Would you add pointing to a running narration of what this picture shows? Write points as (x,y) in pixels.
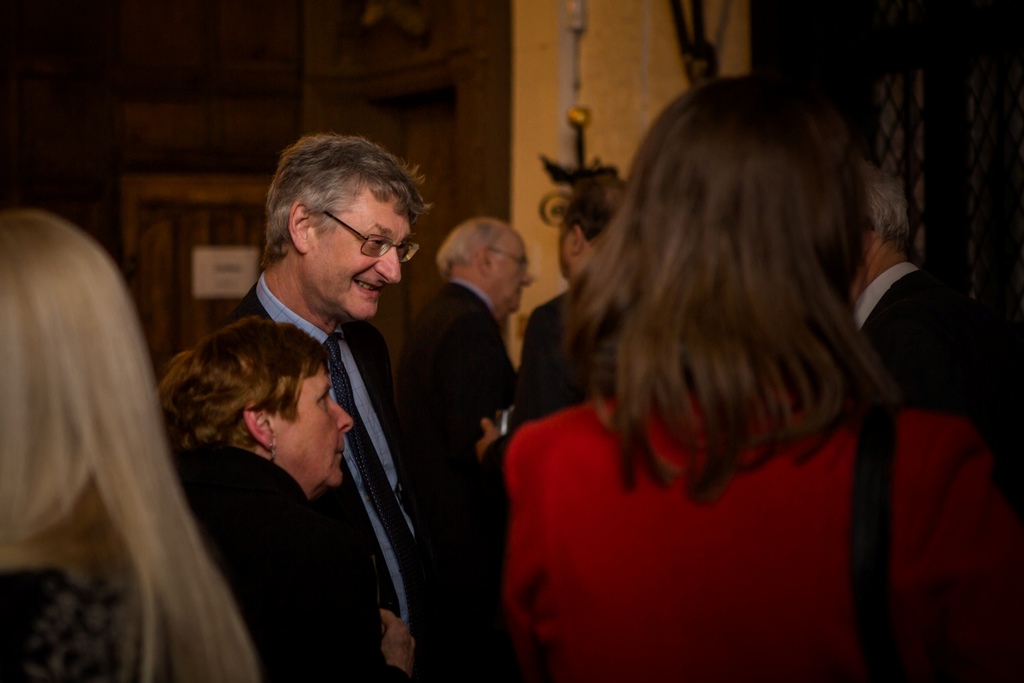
In this picture we can see a group of people (432,581) and in the background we can see some objects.
